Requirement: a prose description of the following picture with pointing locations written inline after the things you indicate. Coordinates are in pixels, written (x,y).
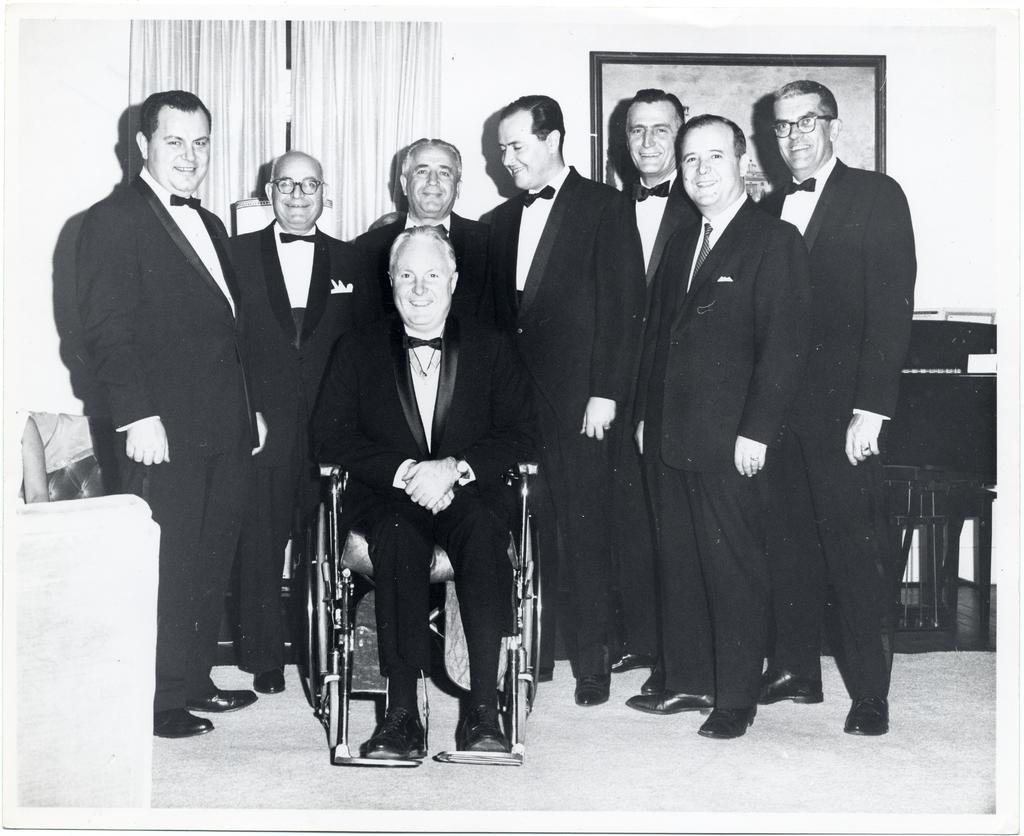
In this picture there is a man (400,469) who is sitting on the wheelchair (353,668). Besides him I can see many people (680,225) wearing the suit (680,225), trouser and shoes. In the back (620,109) there is a painting frame (621,83) which is placed near to the window (340,123). On the right (904,367) I can see the piano (891,458) and stool (990,557).
